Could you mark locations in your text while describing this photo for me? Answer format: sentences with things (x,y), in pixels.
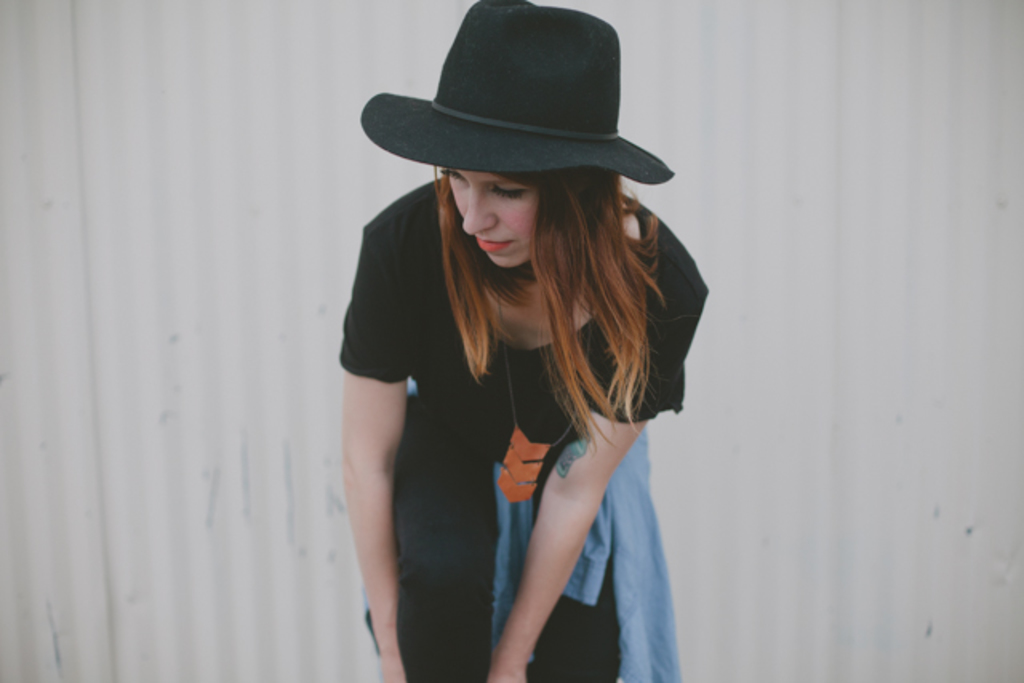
The girl (399,599) in the middle of the picture (370,317) wearing black t-shirt (365,271) and black pant (441,613) is standing. She's even wearing a black color hat (560,105). Behind her, we see a wall (267,332) which is white in color.
